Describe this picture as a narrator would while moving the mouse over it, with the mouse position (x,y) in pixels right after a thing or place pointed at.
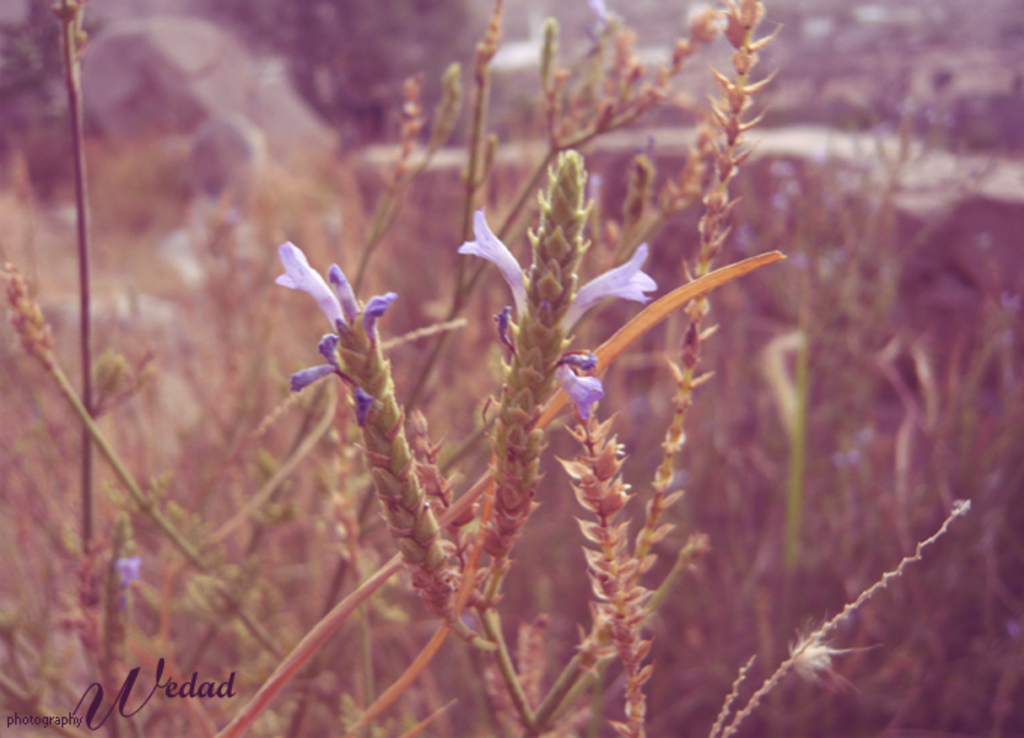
In this image I can see few purple color flowers (500,316) and plants (632,64). Background (921,43) is blurred.
